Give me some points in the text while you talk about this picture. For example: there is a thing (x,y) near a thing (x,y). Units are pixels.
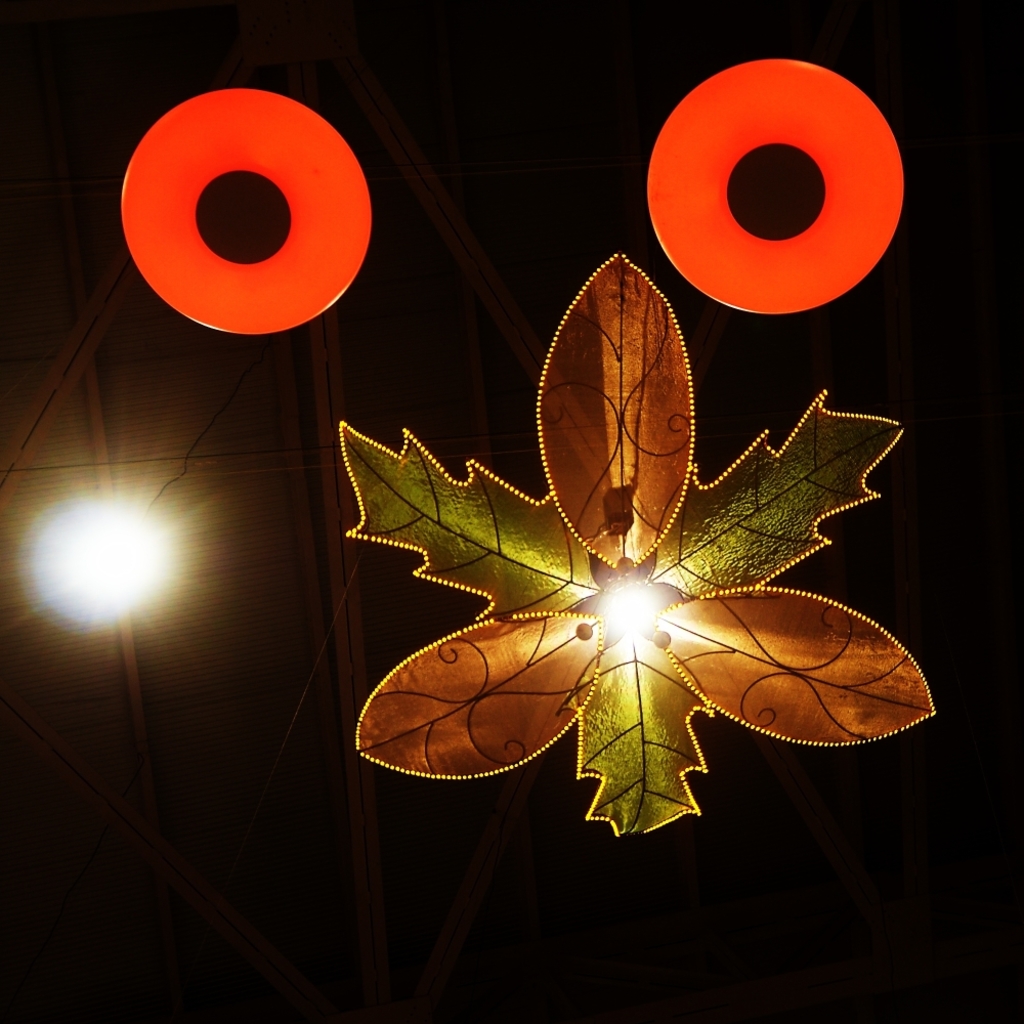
In this image we can see the leaf shaped ceiling lamp (601,638), two red color objects (829,187) and the light (80,584) here. The background of the image (4,342) is dark.
